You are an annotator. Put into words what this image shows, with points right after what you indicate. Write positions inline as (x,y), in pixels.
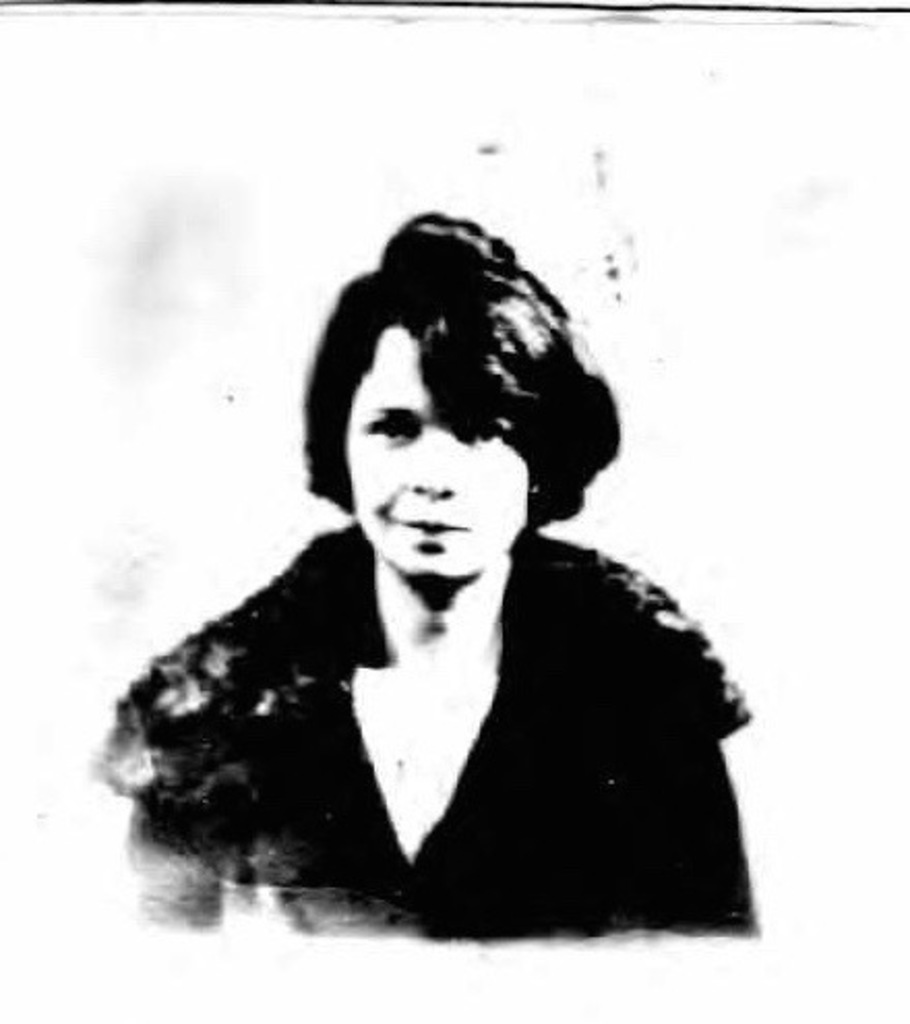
In this image we can see a photo (669,998). There is a person (372,665) in the image. There is a white color background (313,101) in the image.
